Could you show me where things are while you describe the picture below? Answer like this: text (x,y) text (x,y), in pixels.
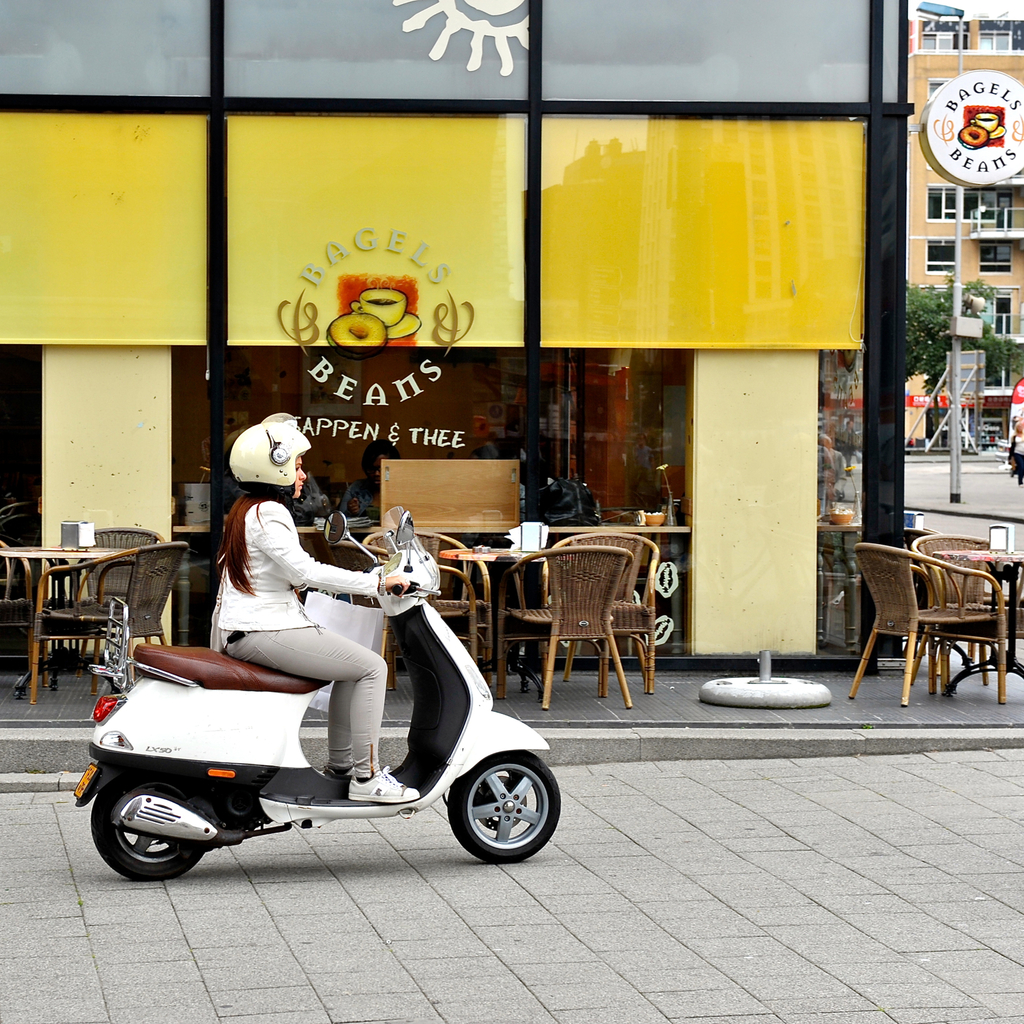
In this picture we can see a woman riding a two wheeler (282,743). She is wearing a white helmet (241,452). In the backdrop (835,568) we can find a restaurant (74,514) with some tables (92,555) and chairs (554,572), and in the right (929,476) there is a road (964,482).
